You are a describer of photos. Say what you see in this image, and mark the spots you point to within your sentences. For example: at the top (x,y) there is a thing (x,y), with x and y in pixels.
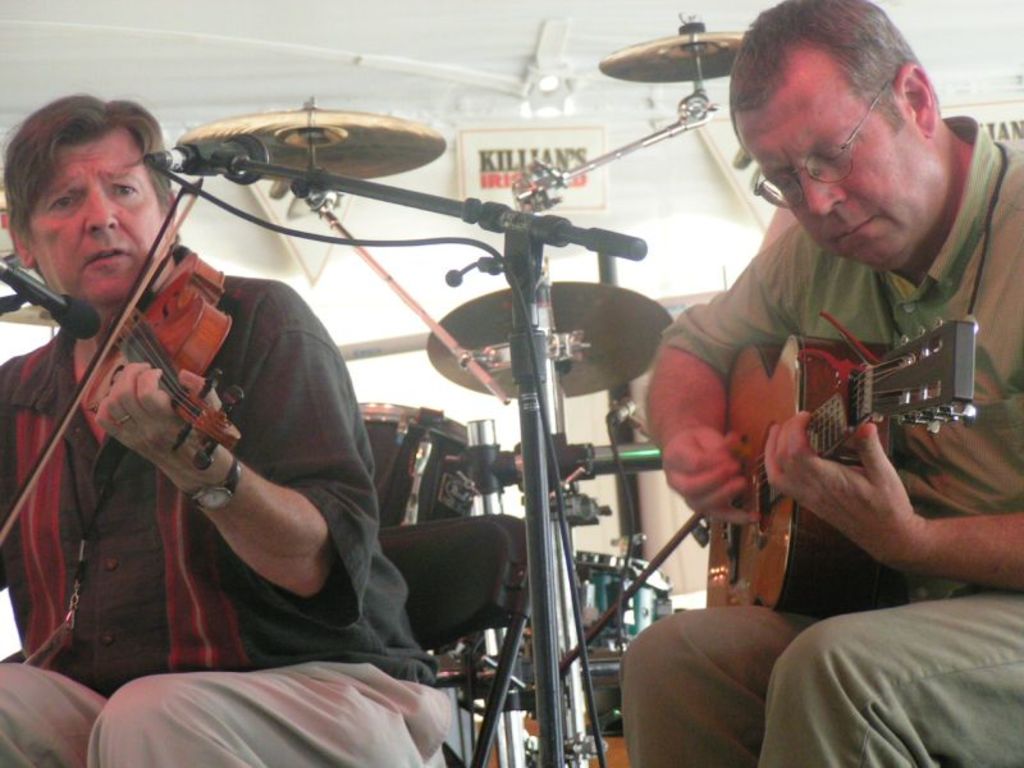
In this image there are two musicians (685,350) performing at the concert sitting on a chair (474,619), the person (989,556) at a right side (860,380) is holding a guitar (816,376) and playing closing his eyes (817,169). The person (313,483) on the left side (259,476) is sitting on a chair (417,600) and he is holding musical instrument (178,333) and playing it. In front of him there is a mic (52,300). In the center (532,443) there is a mic (239,158) with a stand (539,600). In the background (451,422) there is a musical instrument (467,456) and a wall (472,19).
